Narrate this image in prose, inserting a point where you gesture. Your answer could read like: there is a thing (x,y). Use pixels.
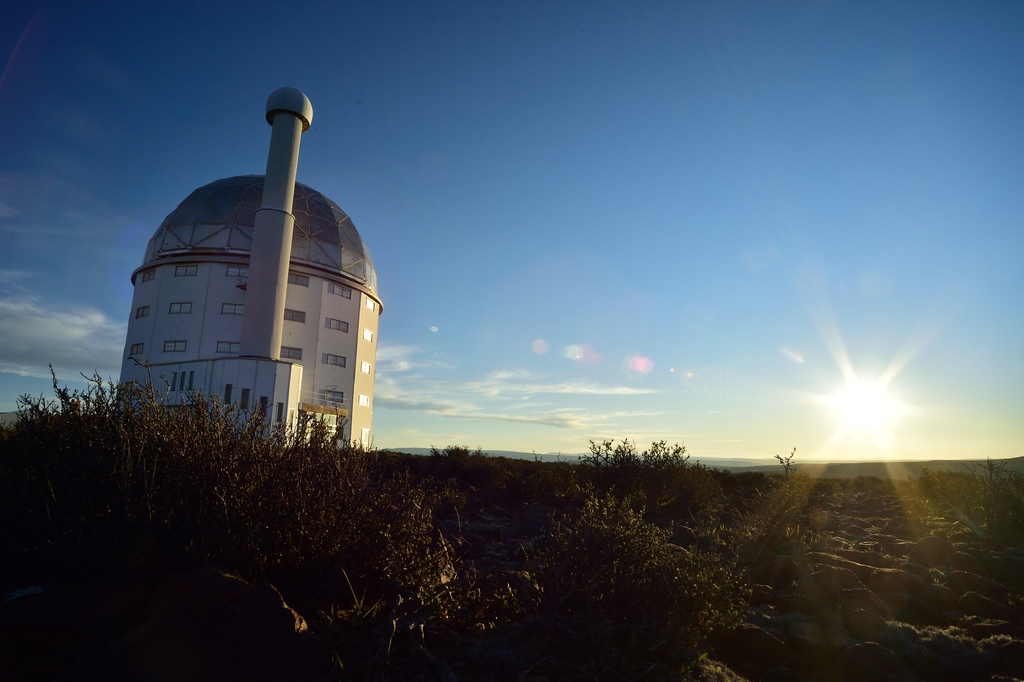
In this picture I can see there is a building (231,367) at left side (292,349), it has glass windows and there are a few plants (360,467), the sky (584,197) is clear and sunny.
